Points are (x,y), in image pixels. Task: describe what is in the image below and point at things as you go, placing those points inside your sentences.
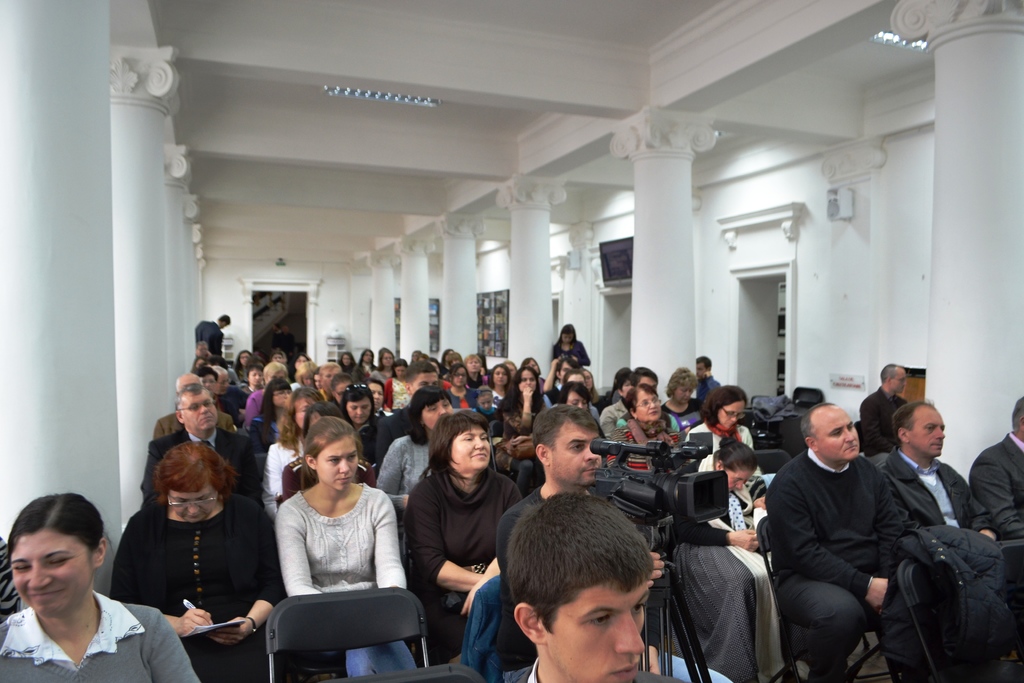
In this image we can see a group of people (432,469) sitting on the chairs (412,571). In that a man (504,609) is holding a camera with a stand (680,597) and the woman (236,543) is holding a pen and a paper (213,627). On the backside (459,324) we can see some pillars (471,328), a wall (330,307), two persons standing and a roof (267,220) with some ceiling lights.
